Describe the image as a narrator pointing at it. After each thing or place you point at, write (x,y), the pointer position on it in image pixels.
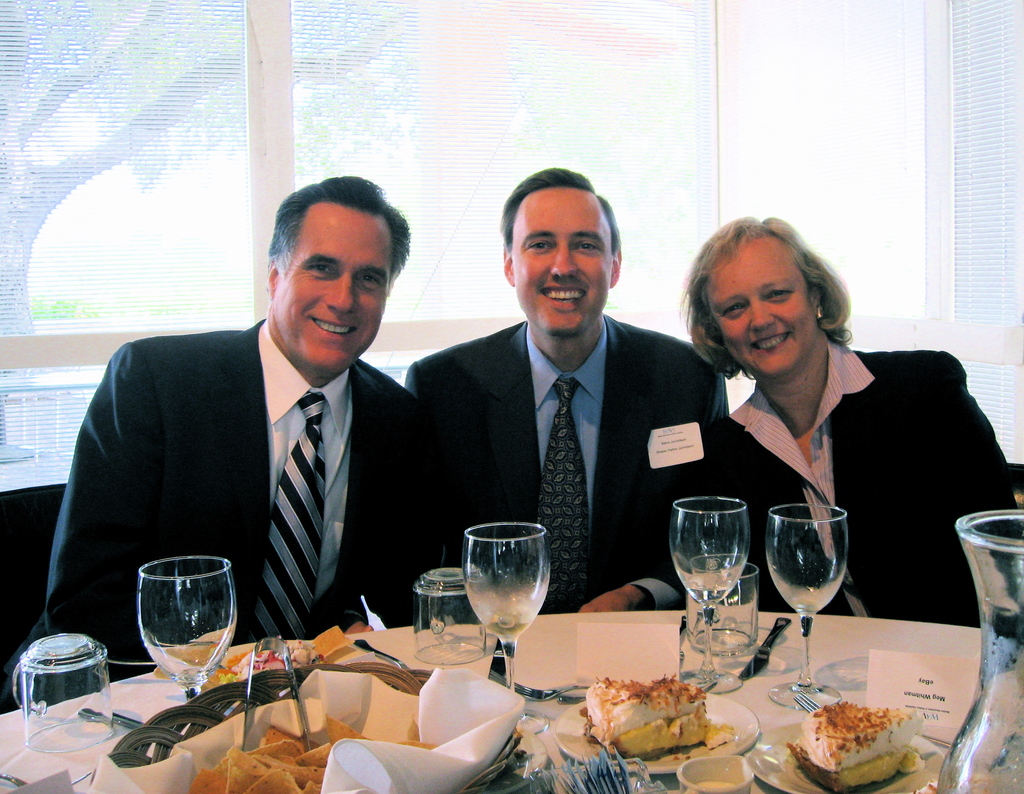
We can see three persons (166,344) sitting on chairs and they hold a smile (315,317) on their faces (296,328). Here on the table (846,642) we can see glasses (717,609), tissue papers (477,750), plate (553,724) of food (802,732) and a jar (1002,579). On the background (473,102) we can see window (308,117) and trees (242,58) are visible.
